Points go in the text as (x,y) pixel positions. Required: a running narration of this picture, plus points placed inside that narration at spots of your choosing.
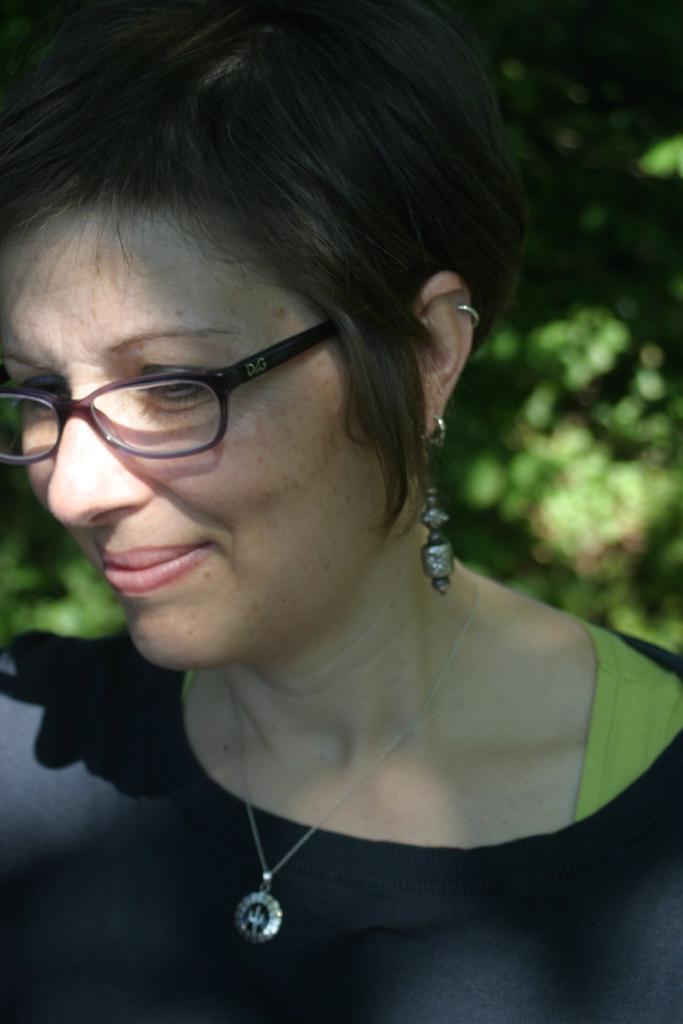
In this picture I can see there is a woman (516,960), she is smiling and wearing spectacles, a black dress (256,864), chain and ear rings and in the backdrop (560,429) I can see there are plants (638,428).
